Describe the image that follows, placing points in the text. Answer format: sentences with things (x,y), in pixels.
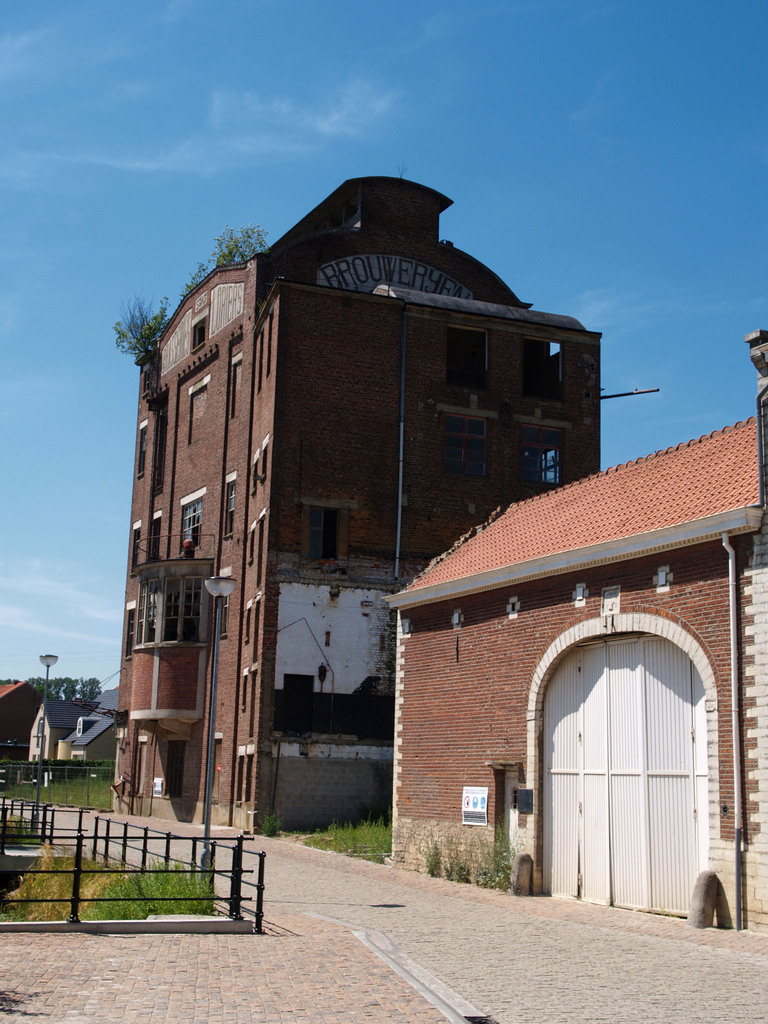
In this picture there is a house (508,816) on the right side of the image (615,733) and there is a building (366,446) in the center of the image (317,514) and there is a boundary (236,880) at the bottom side of the image (20,898), there are houses (60,722) in the background area of the image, there is greenery (83,799) in the image.
